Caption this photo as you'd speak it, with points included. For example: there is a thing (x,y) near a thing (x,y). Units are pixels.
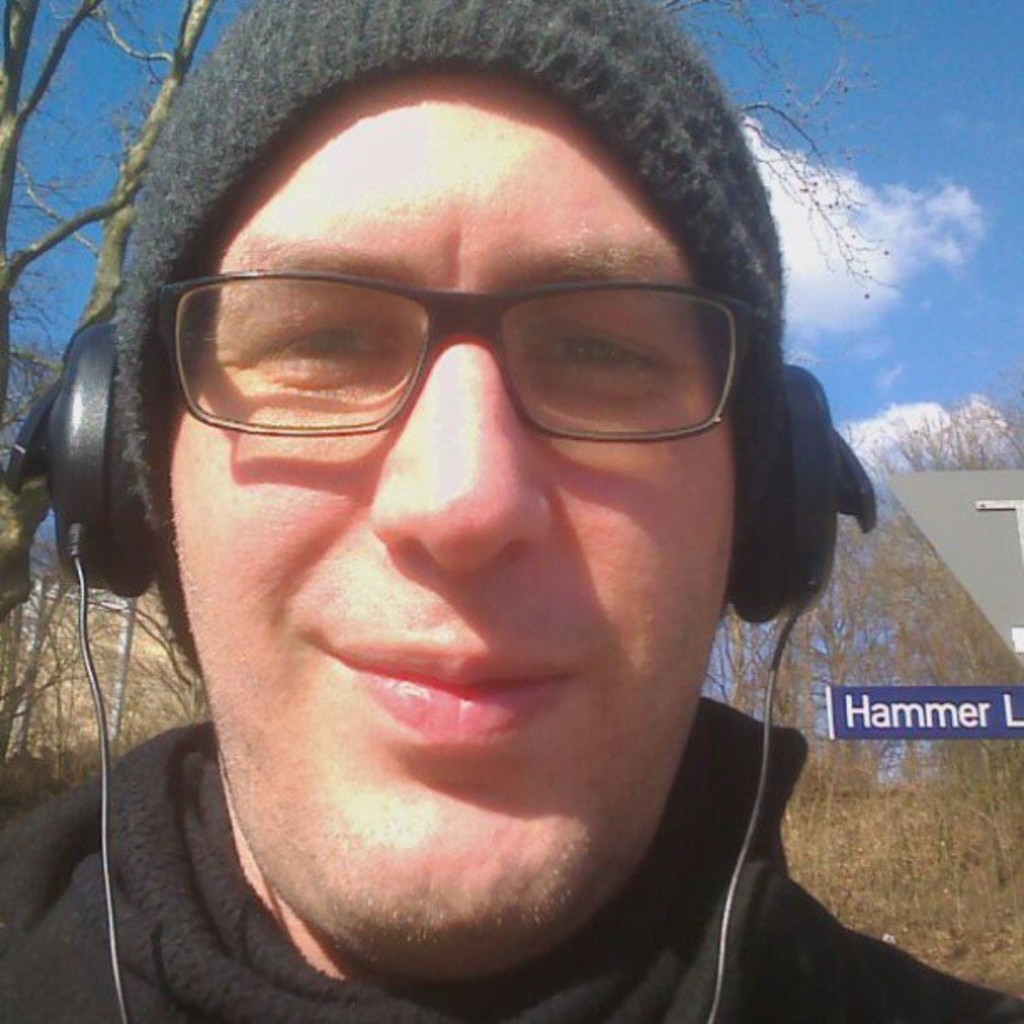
In this image I can see a person (338,851) wearing black colored dress (189,895), cap (238,183), spectacles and headsets (41,461). In the background (27,576) I can see few trees (27,576), a blue colored board (1009,723) and the sky (811,174).
